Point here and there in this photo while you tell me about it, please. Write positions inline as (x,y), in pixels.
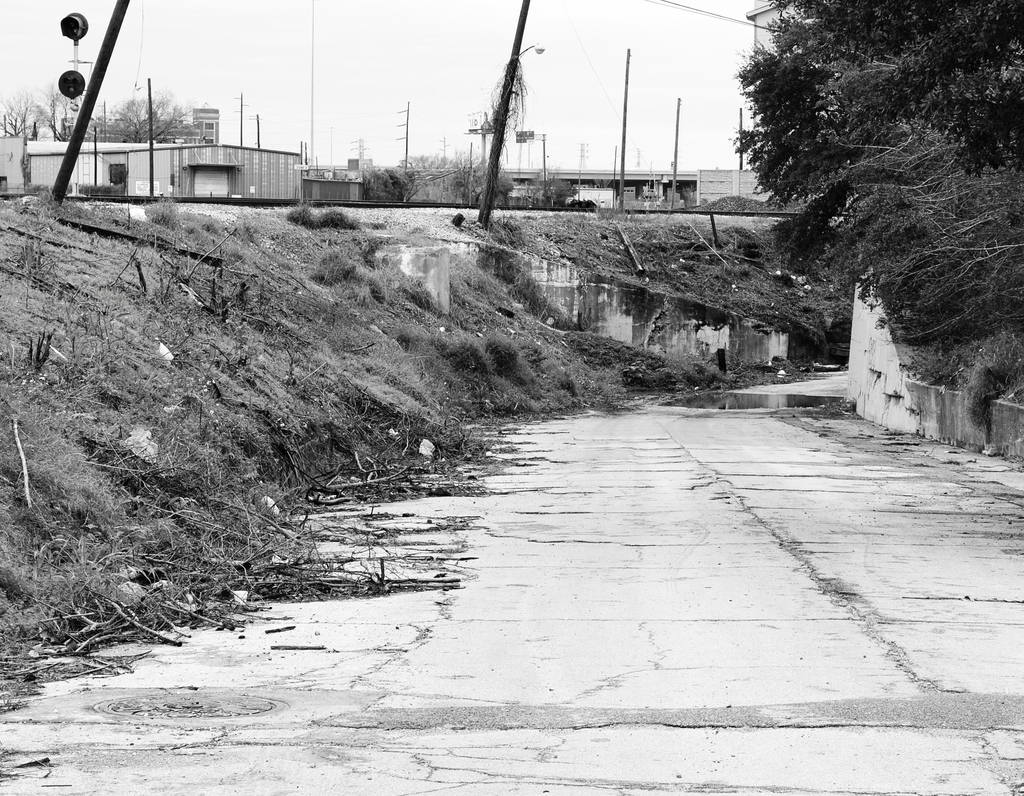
This is a black and white picture. I can see water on the road (594,464), there are buildings (136,154), there are poles (501,117), lights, there are trees (963,34), and in the background (452,38) there is the sky (477,36).
